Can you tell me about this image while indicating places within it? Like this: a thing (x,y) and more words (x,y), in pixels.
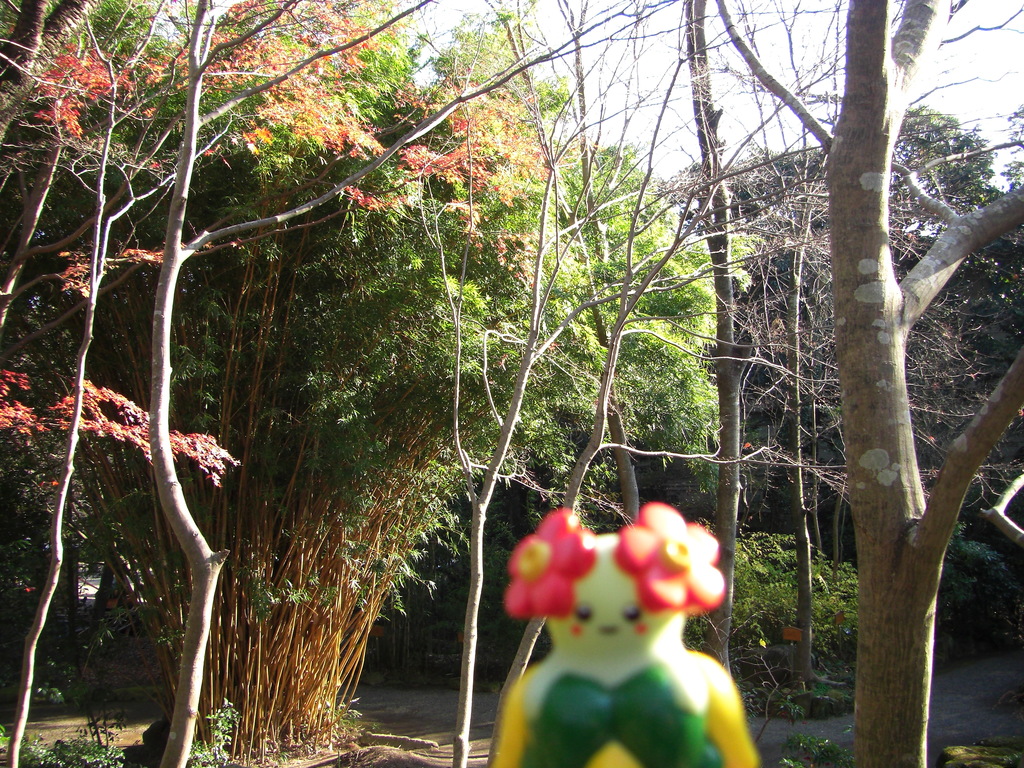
In this image in front (622,586) there is a toy (626,617). In the background of the image (610,271) there are trees (622,197) and sky (676,103).
